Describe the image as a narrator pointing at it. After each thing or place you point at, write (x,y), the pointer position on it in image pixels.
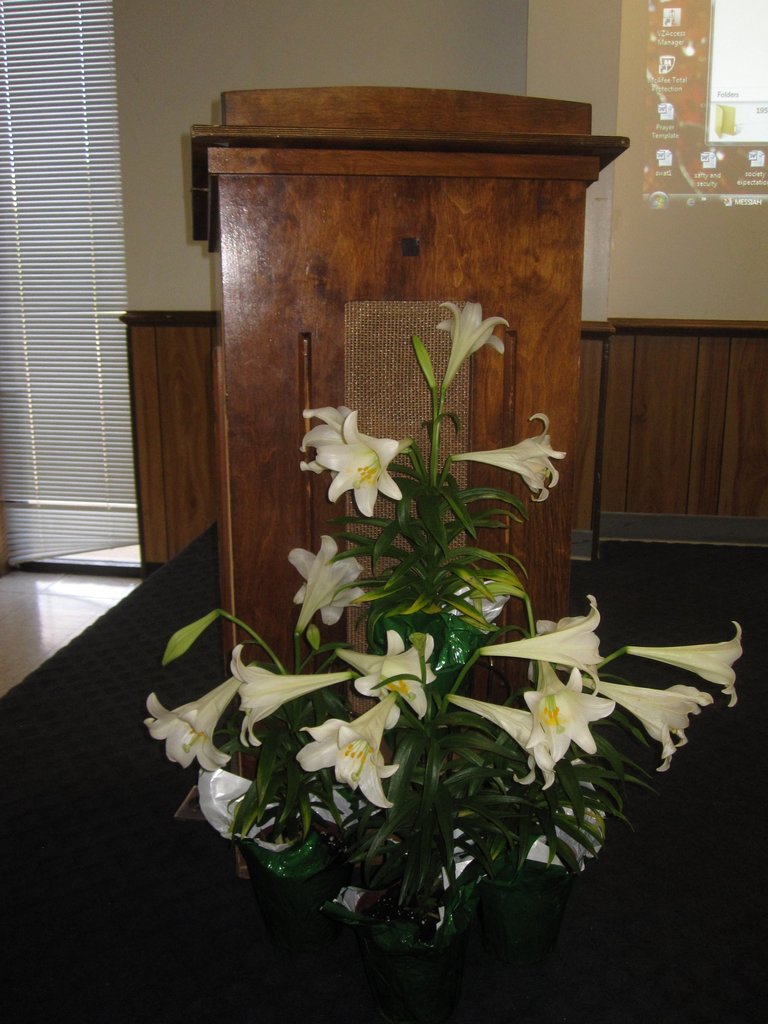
There are flowers (452,791) and a wooden desk (410,338) in the foreground area of the image (454,354), it seems like a window (123,253) and a screen (655,165) in the background (736,67).
